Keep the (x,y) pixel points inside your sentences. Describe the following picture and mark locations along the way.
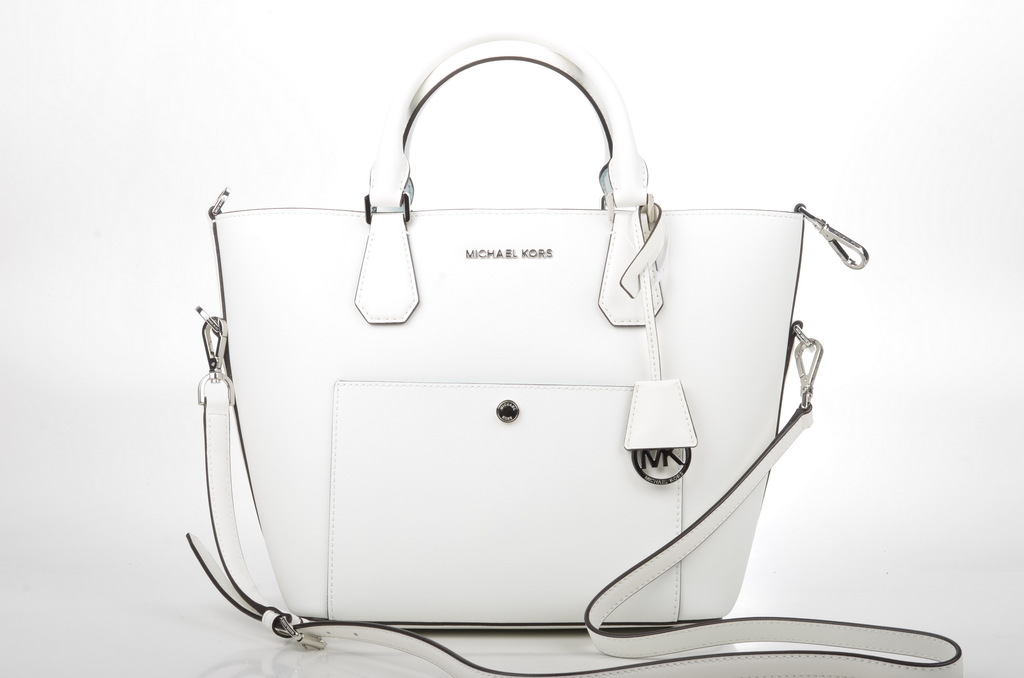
This picture shows a white color handbag (442,457) placed on the floor (465,642). In the background (132,247) there is a white.
